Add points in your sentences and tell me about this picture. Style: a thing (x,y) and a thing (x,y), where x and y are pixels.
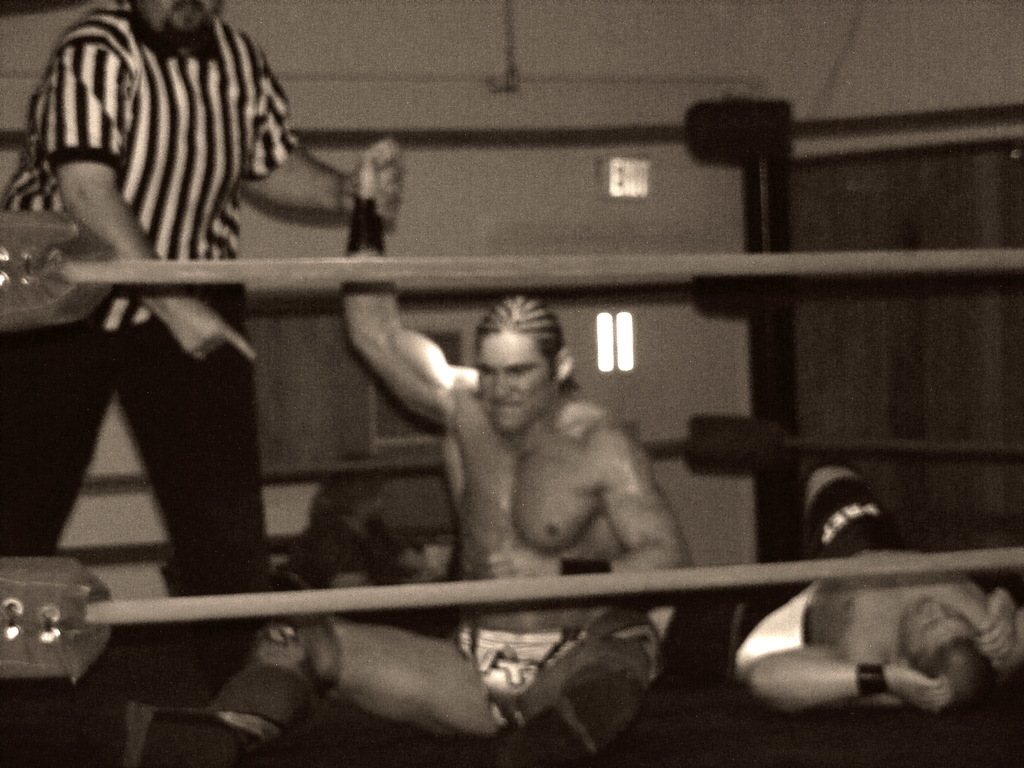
In this image there are persons (527,374) standing, sitting and lying. In the front (411,274) there are tapes (442,595). In the background (593,64) there is a wall (587,93) and there are windows (624,358).
